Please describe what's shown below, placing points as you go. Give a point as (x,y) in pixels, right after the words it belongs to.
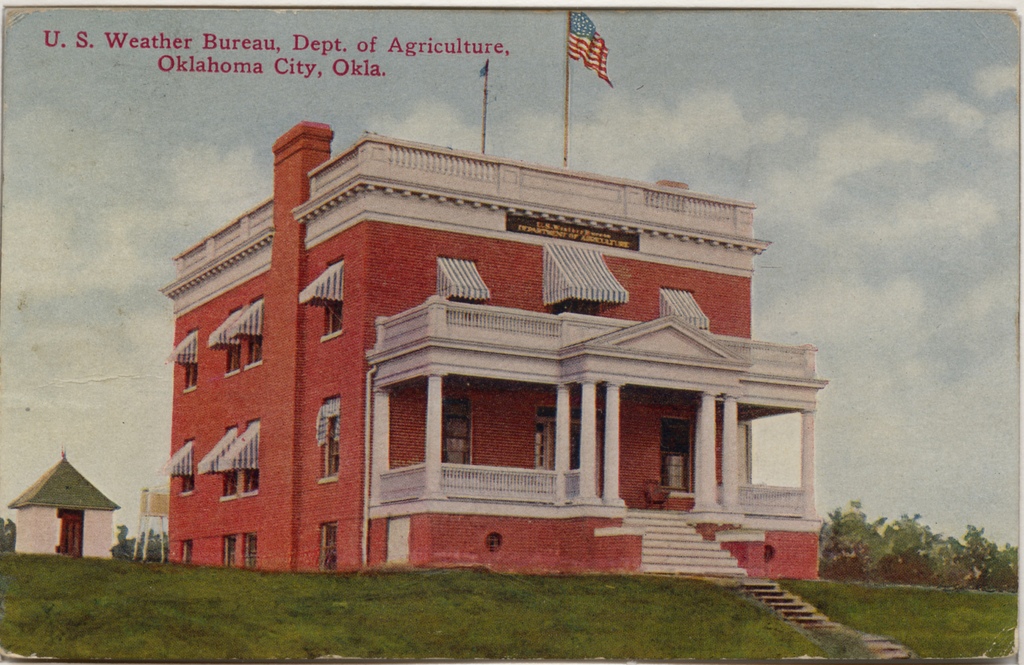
In this image at the center (636,278) there is a building (470,409) and in front of the building (738,557) there are stairs (765,590). We can see flags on top of the building (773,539). At the bottom of the image (282,612) there is grass (354,604) on the surface (258,612). In the background (843,560) there are trees (923,540) and sky (609,136).
